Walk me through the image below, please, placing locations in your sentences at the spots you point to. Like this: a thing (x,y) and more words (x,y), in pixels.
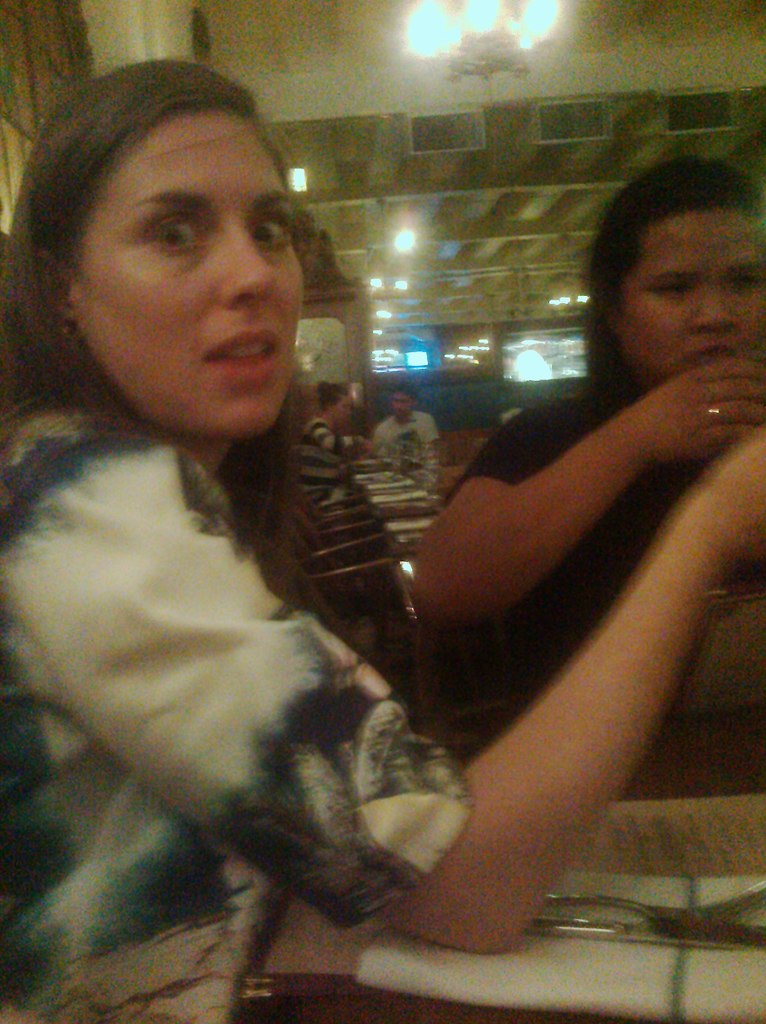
In this image there are two persons (462,619) sitting as we can see in bottom of this image (630,689) and there are two persons (346,456) are in middle of this image (321,448) and there is a wall (472,287) in the background (482,324). There are some lights (455,33) are on the top of this image (478,70) and there is some object (567,897) is kept on the bottom right corner of this image (569,886).
